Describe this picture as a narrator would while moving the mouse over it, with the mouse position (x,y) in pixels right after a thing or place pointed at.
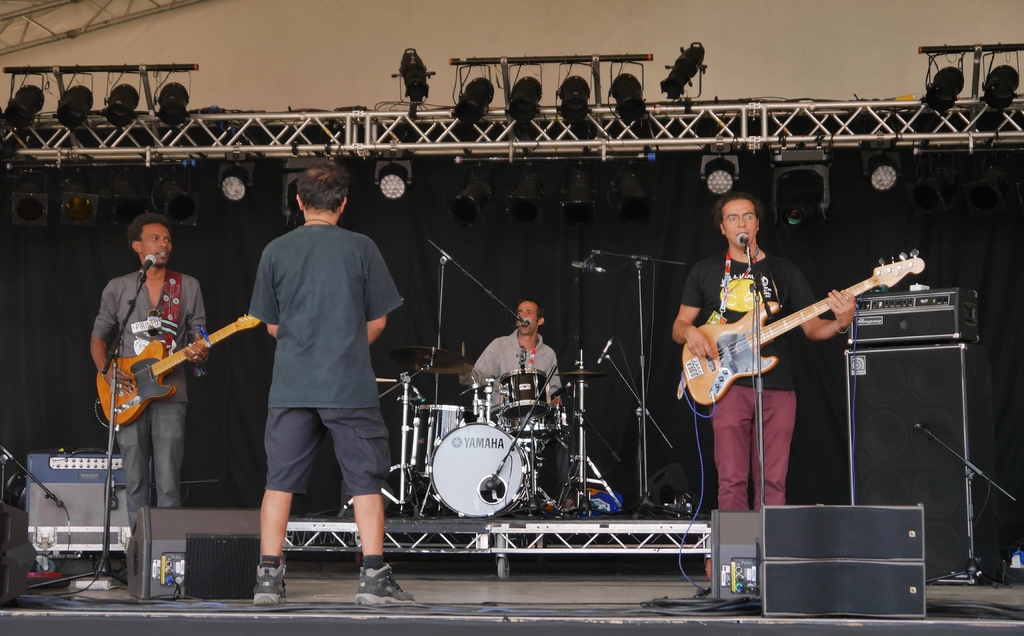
In this image we can see three persons (192,283) performing on a stage (688,577). They are playing a guitar (733,359), playing a snare drum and singing on a microphone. There is a person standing in the center (359,294) on the stage (524,601).
